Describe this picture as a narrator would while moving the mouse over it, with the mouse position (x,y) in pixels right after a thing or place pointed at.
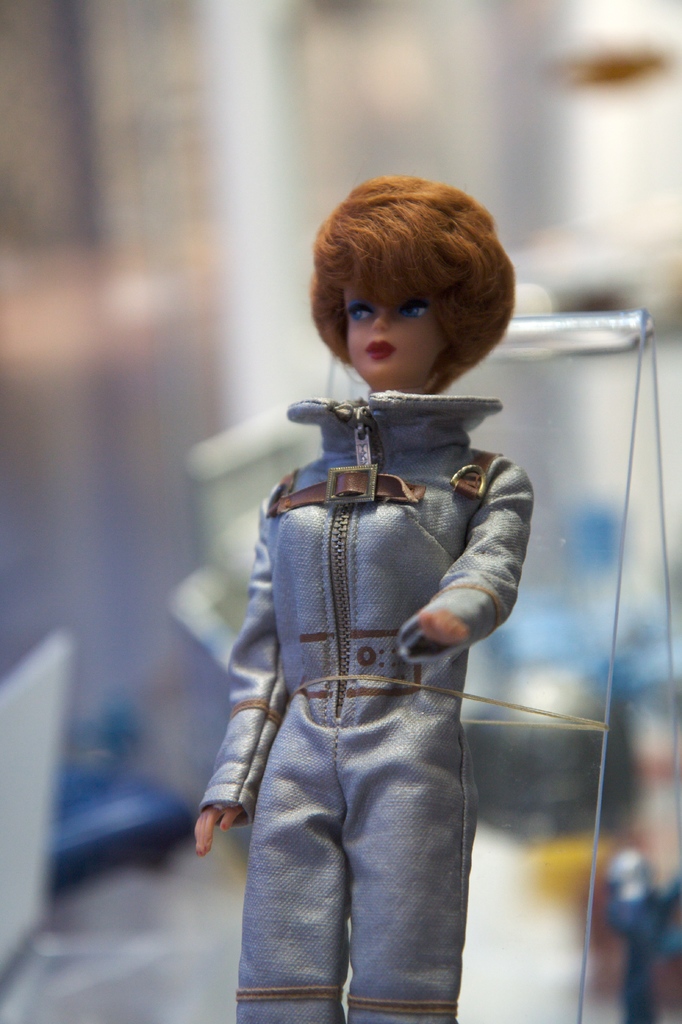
In the image there is a doll (348,649) tied to some glass object (586,419) and the background of the doll (303,541) is blur.
